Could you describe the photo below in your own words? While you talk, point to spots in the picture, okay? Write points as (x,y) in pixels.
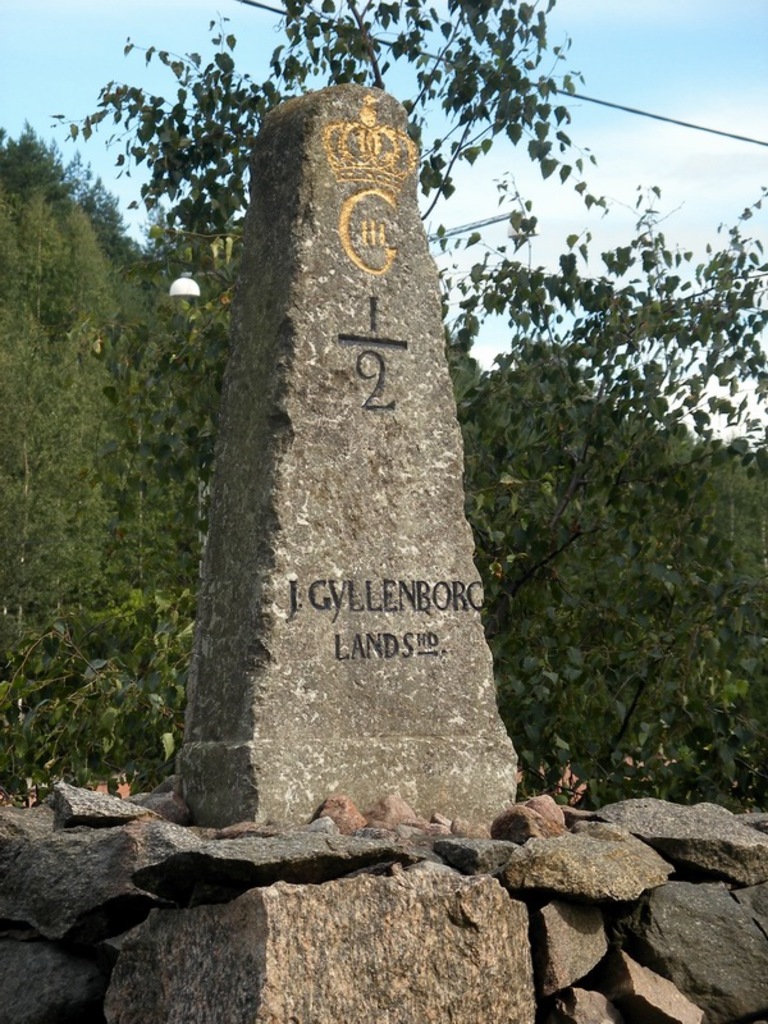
This image consists of a stone (373,452). On which there is a text (390,648). At the bottom (553,1002), there are many stones (353,930). At the top (151,13), there is sky (672,138).
